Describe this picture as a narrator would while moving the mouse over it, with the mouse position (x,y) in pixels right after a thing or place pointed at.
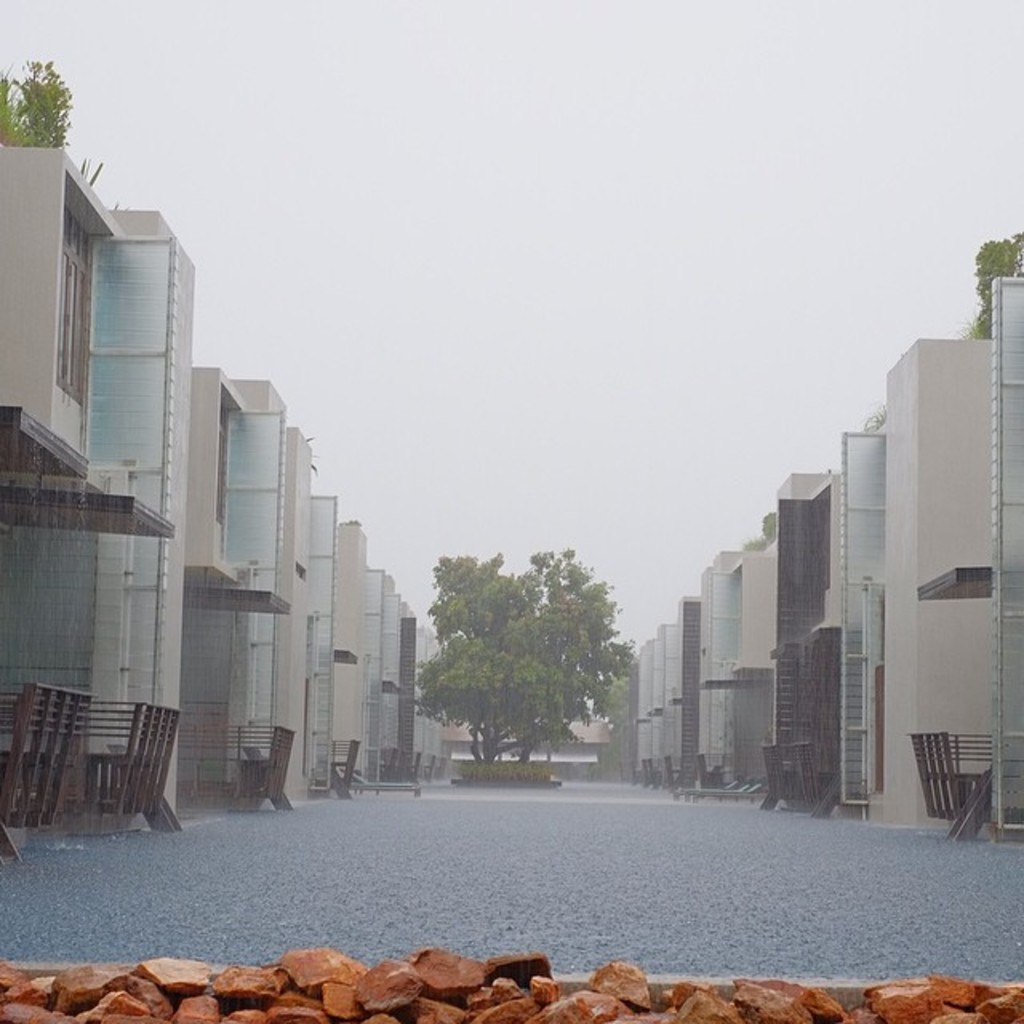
In this picture I can observe a pool (449,832). There are some stones (308,986) on the bottom of the picture (308,985). I can observe buildings (208,605) on either sides of this pool (506,887). There is a tree (480,657) in middle of this picture (478,647). It is raining. In the background (550,271) there is a sky (506,326).
